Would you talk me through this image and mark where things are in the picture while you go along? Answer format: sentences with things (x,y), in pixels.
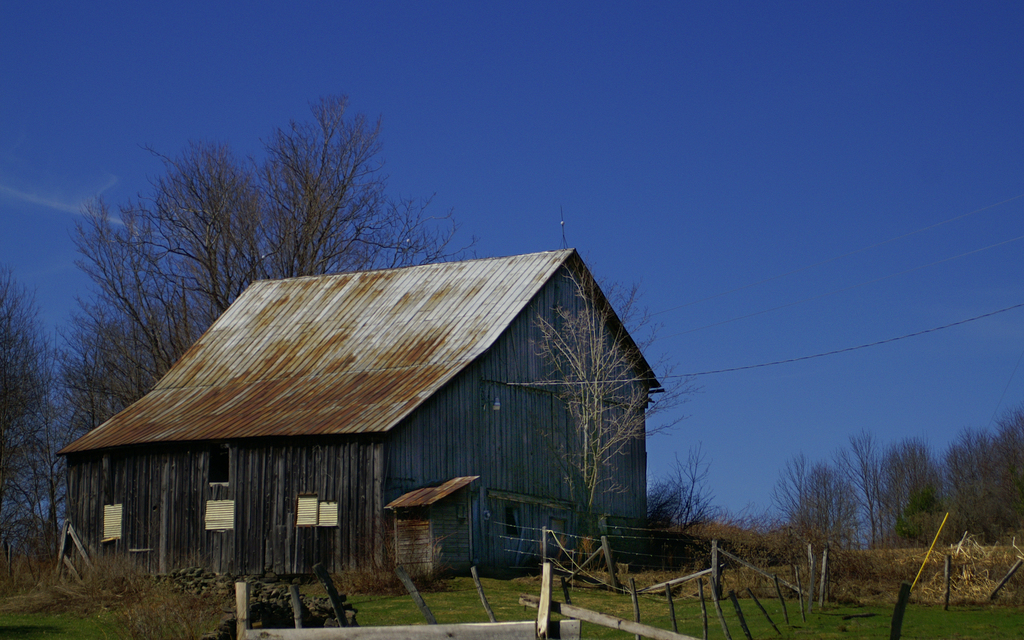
In this image I can see the house (342,379). In-front of the house (327,458) I can see the fence wire (559,545), many wooden poles (606,556) and trees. In the background (180,297) I can see few more trees (241,234) and the blue sky (496,229).
